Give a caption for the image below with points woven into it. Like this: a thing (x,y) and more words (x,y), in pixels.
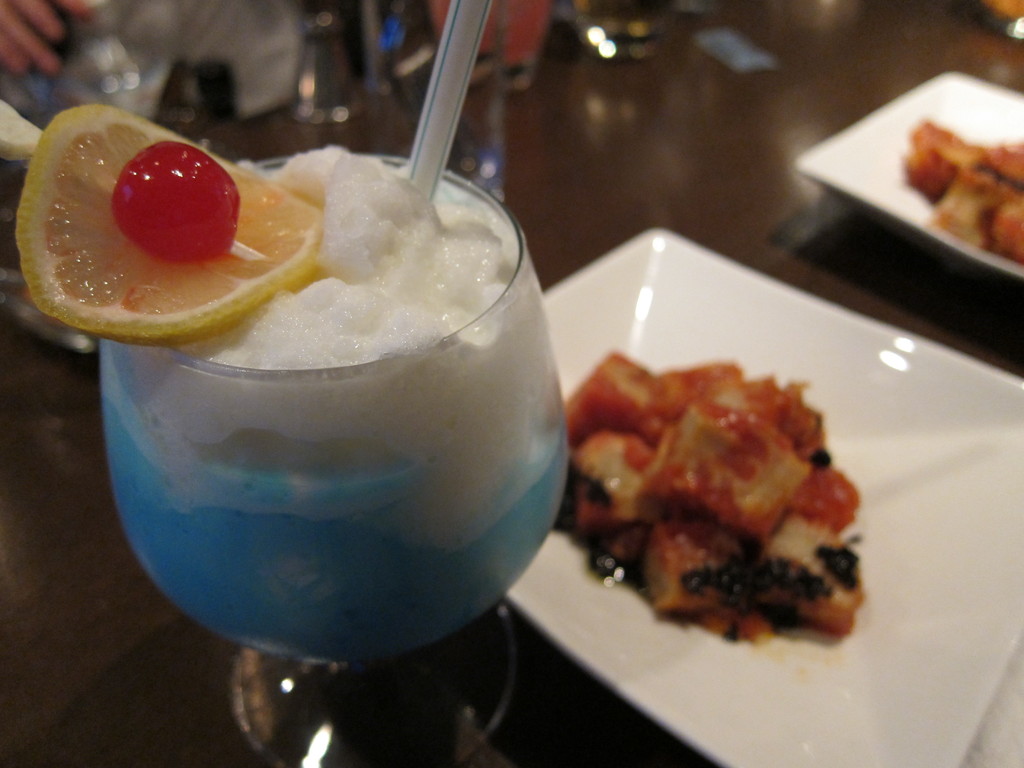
In this image we can see the food item (729,452) in two different white plates (860,175) which is on the wooden table (751,141). We can also see a glass (403,299) with a straw (420,125) and on the top of the glass (278,374) we can see a fruit (181,311) and also a cherry (191,204).
